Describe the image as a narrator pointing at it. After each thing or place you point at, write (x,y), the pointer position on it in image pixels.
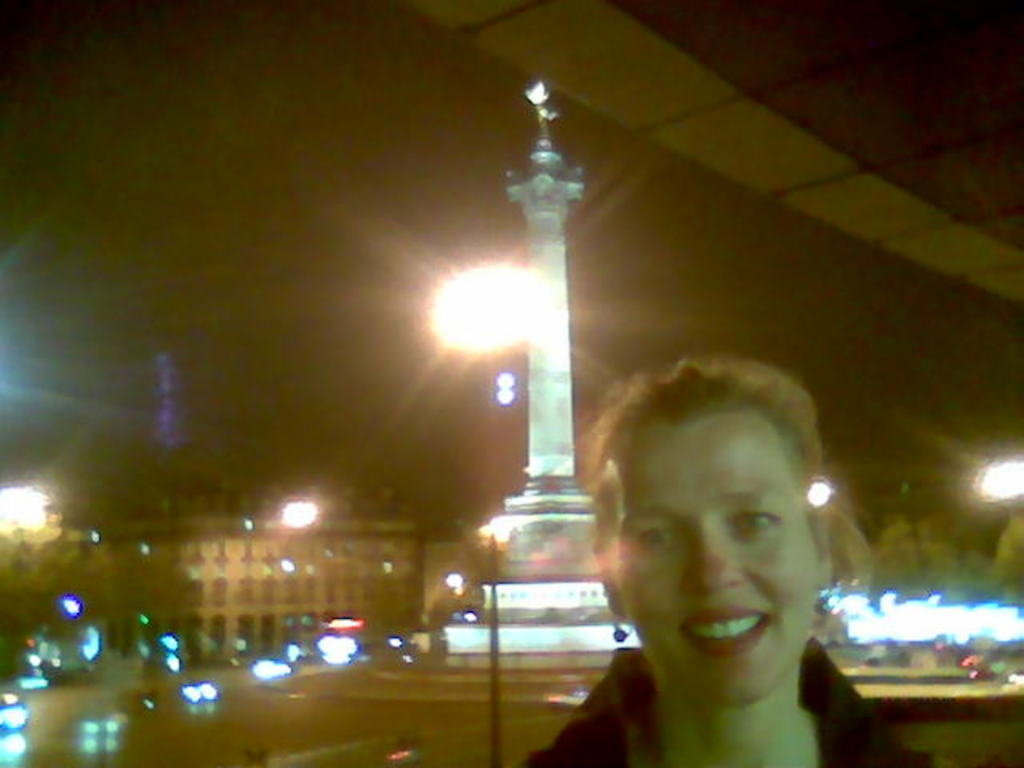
In this image we can see a person (685,528), behind her there is a white color statue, also we can see there are some buildings (349,575) and lights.
